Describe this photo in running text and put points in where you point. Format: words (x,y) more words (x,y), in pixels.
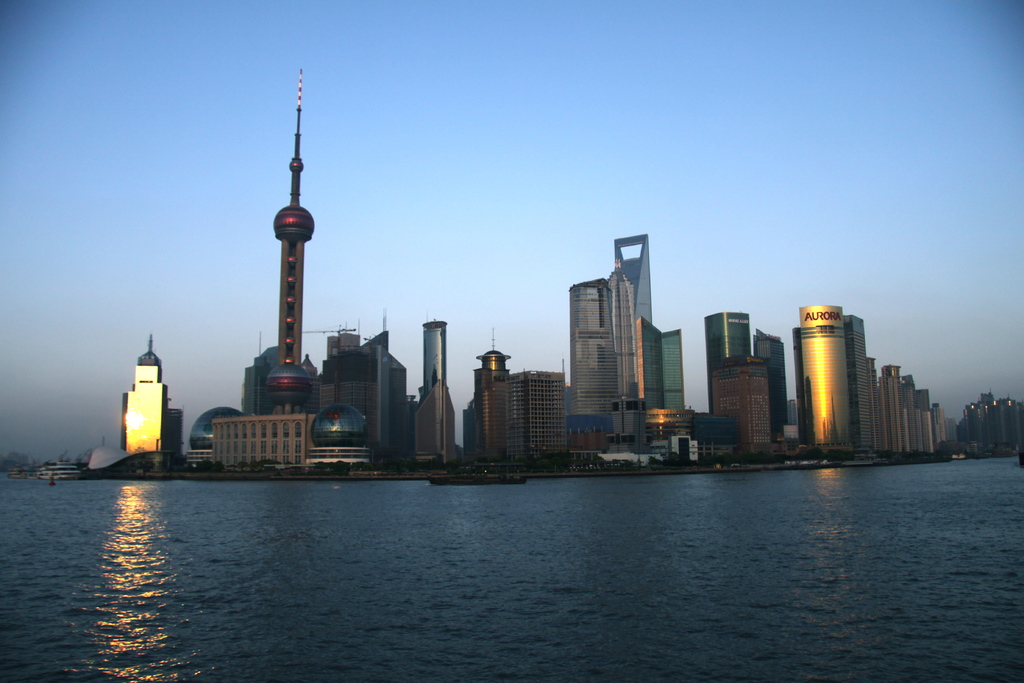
In this picture I can see the water (381,578) in front (90,547) and in the middle of this picture (398,360) I can see number of buildings (757,407) and I can see the lights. In the background (545,307) I can see the clear sky (793,138).
